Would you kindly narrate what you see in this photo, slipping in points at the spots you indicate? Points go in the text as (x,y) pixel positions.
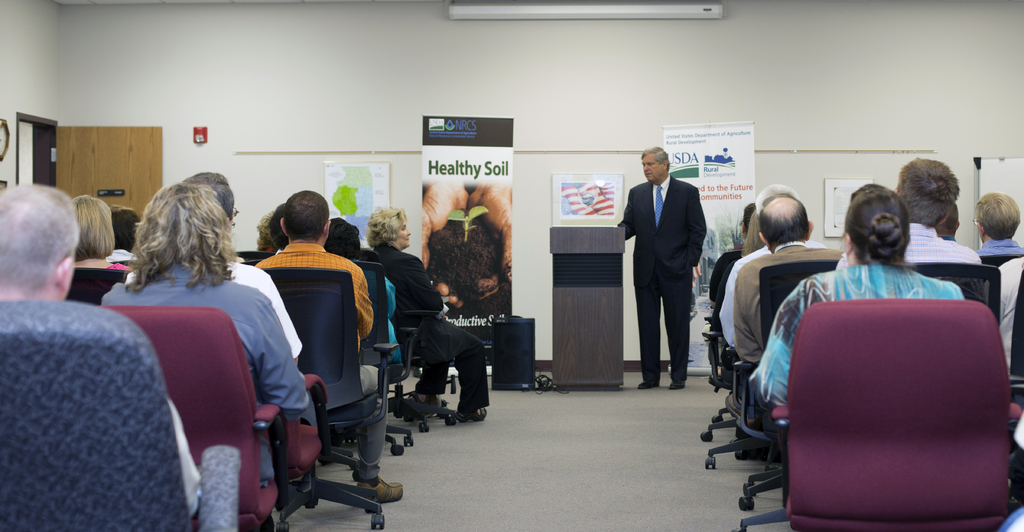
In the middle of the image (644,257) a man (644,251) is standing beside the podium (605,236). Behind him there are some banners (669,155) and there is a wall (749,56). Bottom right side of the image (846,449) few people (1018,432) are sitting on a chair (998,480). Bottom left side of the image (224,470) few people (11,272) are sitting on a chair (317,313).
